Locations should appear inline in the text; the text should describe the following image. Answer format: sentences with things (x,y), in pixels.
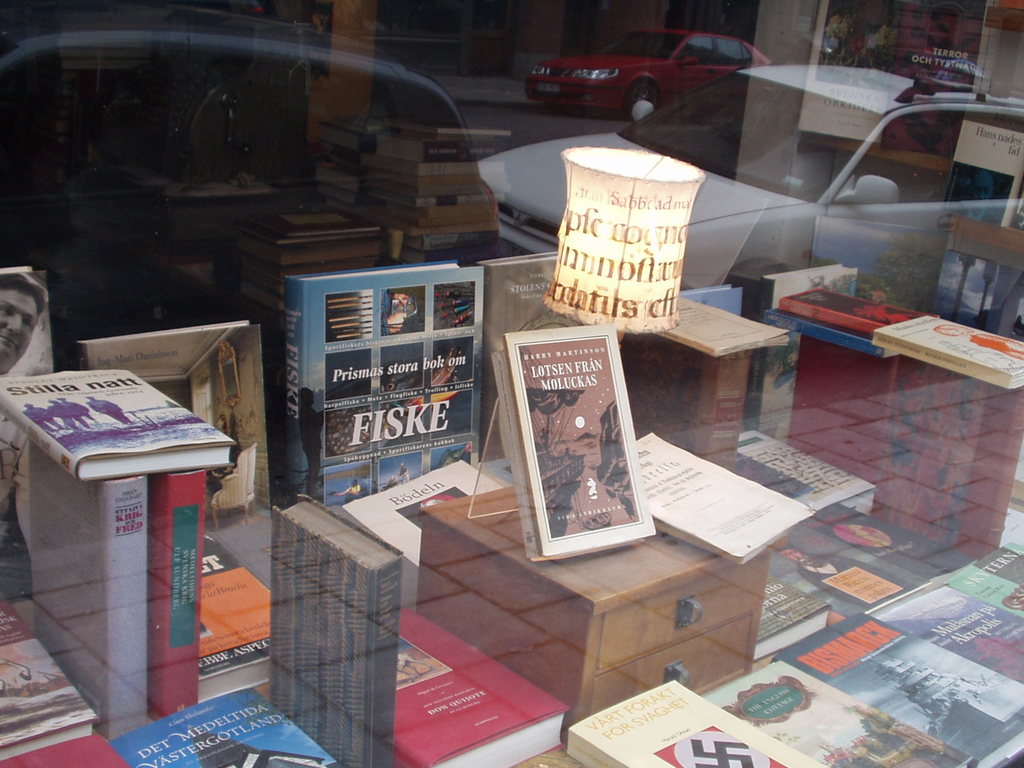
In this image there are books (631,526) on the glass platform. Through glass (789,135) we can see cars (541,77) and there is a light (639,262).
